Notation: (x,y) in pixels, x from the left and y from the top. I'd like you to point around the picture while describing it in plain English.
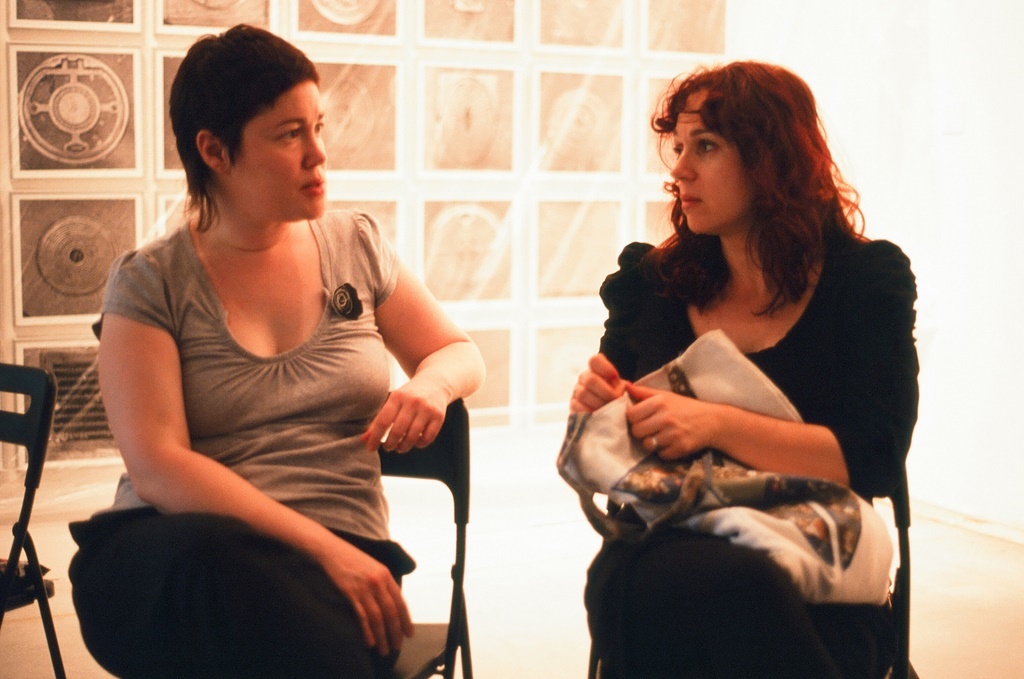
In this picture there are two ladies (878,328) those who are sitting in the center of the image (345,447), on the chairs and there is a poster (432,76) in the background area of the image (357,149) and there is a chair (49,387) on the left side of the image (46,424).
